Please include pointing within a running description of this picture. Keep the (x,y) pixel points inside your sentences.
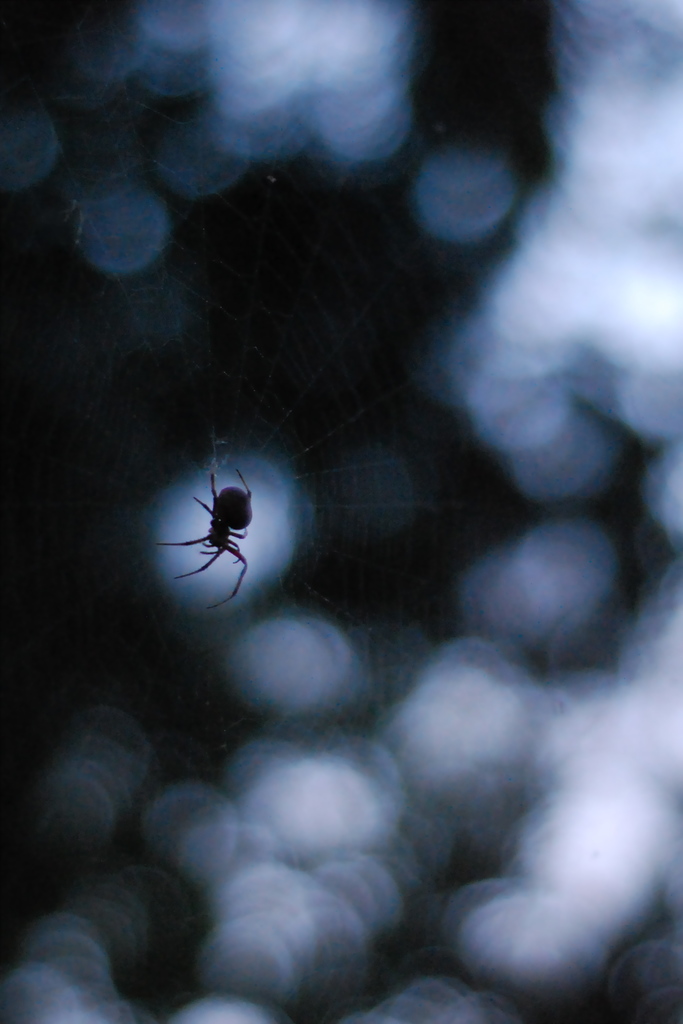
In the picture we can see a spider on the web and the background (343,947) is not clear.
